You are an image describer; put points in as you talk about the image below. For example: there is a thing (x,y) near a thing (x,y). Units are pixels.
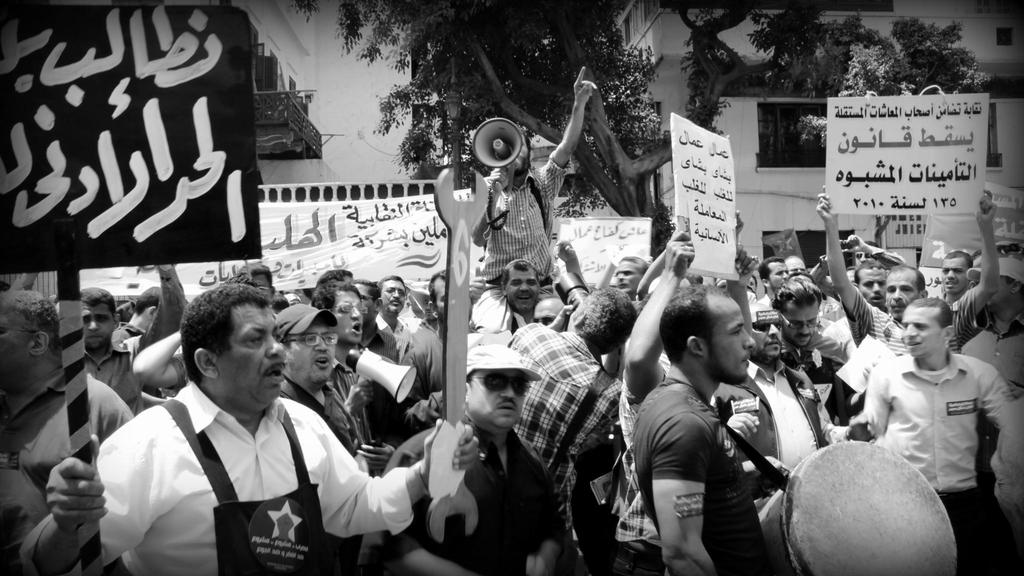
It is the black and white image in which there are so many people (369,336) who are protesting by holding the placards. In the middle (515,217) there is a person (525,224) who is holding the mic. In the background (373,132) there are buildings (340,86) and trees (561,48).
